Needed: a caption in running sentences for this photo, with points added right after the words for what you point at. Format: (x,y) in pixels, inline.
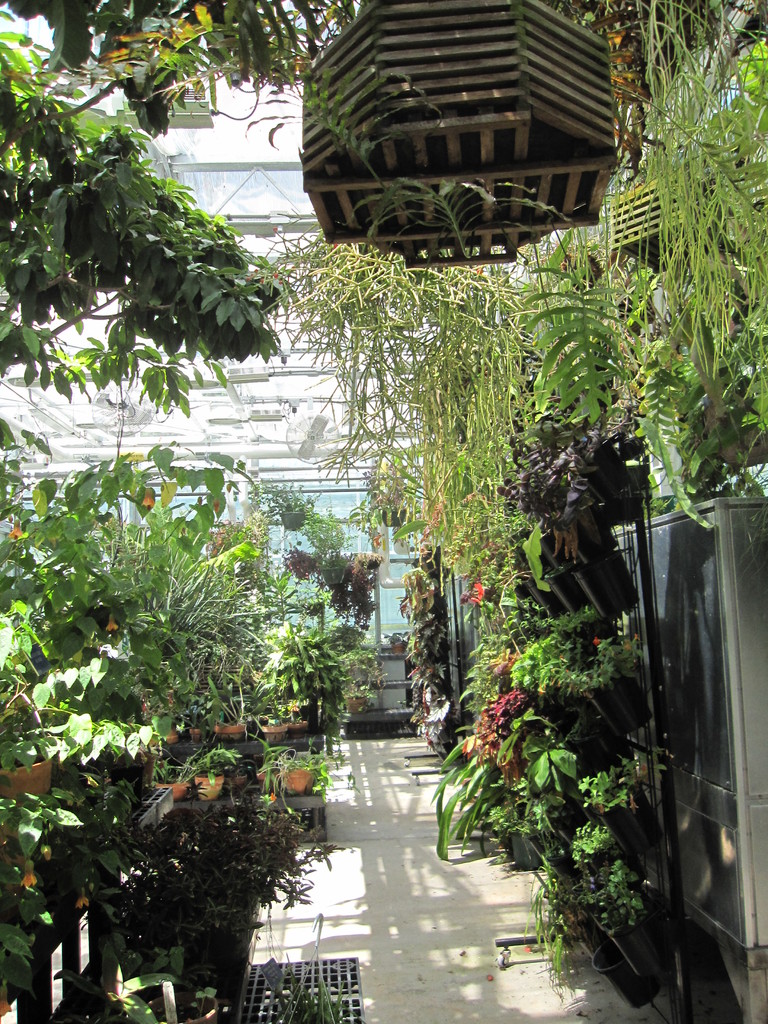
In this image there are some plants (166,705) at left side (138,690) and right side of this image (588,730) and there are some trees (133,181) at top left corner (131,146) and top right corner of this image (683,129) and there is a building (288,398) in middle of this image (336,504) and there is one object (480,183) at top of this image (430,157).
